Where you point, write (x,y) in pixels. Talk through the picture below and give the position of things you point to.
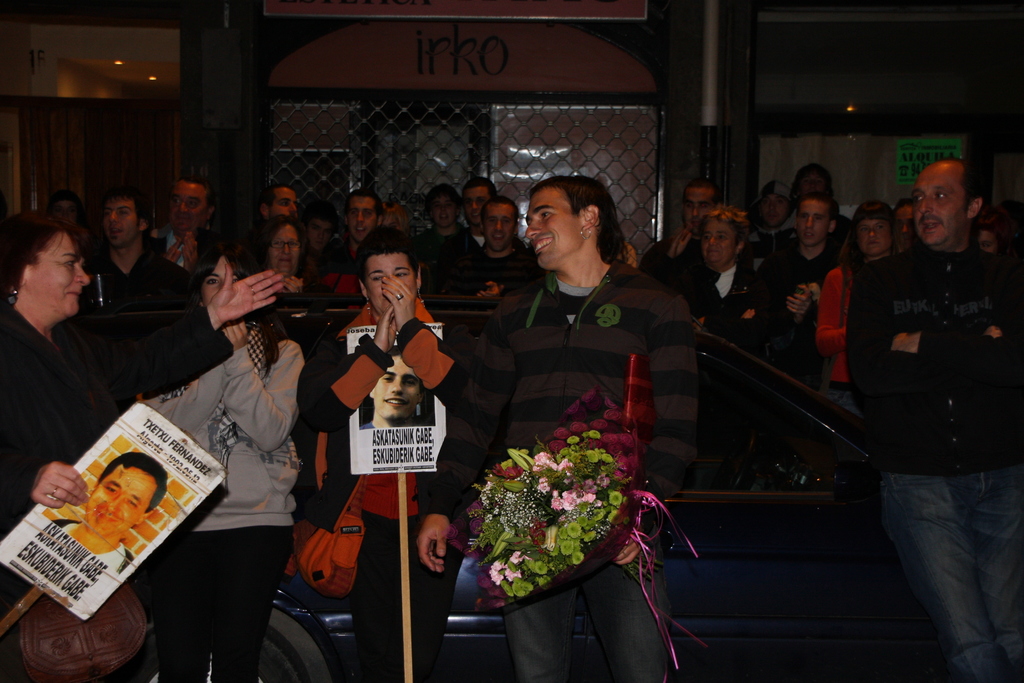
In this image, there are a few people (868,255). Among them, some people (386,566) are holding boards (393,435) with text (371,454) and images (122,474). We can also see a person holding a flower bouquet (536,496). We can see a vehicle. In the background (779,80), we can see the wall (761,106) with some glass (348,178). We can also see a board (916,150) with text (922,159). We can also see a poster (930,142).
